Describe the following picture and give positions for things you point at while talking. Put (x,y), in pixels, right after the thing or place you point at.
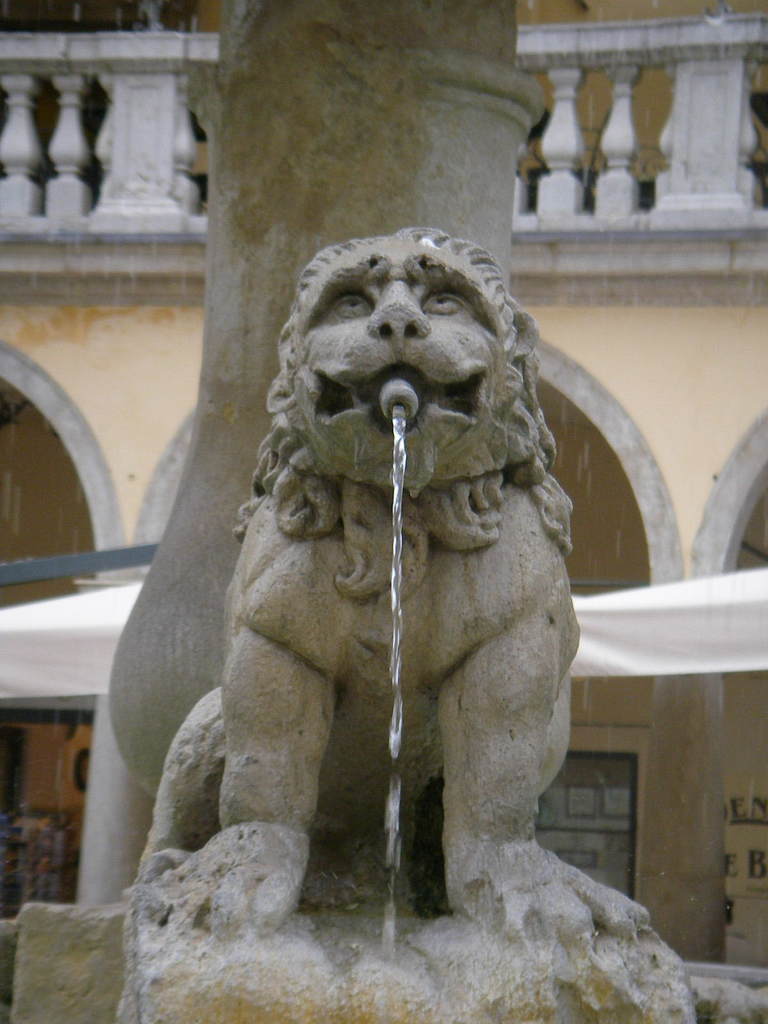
In this image there is a fountain (339,768) in the background (192,39) there is a building (587,196).
